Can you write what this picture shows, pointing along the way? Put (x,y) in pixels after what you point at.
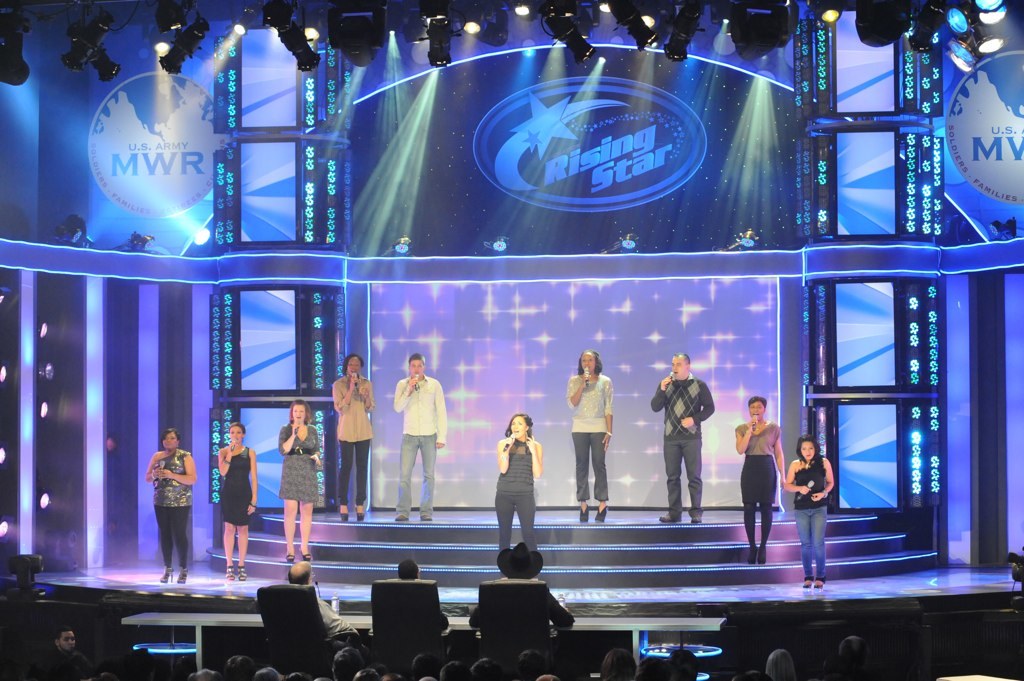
In this image in the front (417,663) there are persons (432,659). In the center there are persons (330,615) sitting on the chair (512,606). In the background (293,449) there are artists (744,485) performing on the stage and there is a board (998,184) with some text (588,173) written on it. On the top (488,21) there are lights (954,8).
